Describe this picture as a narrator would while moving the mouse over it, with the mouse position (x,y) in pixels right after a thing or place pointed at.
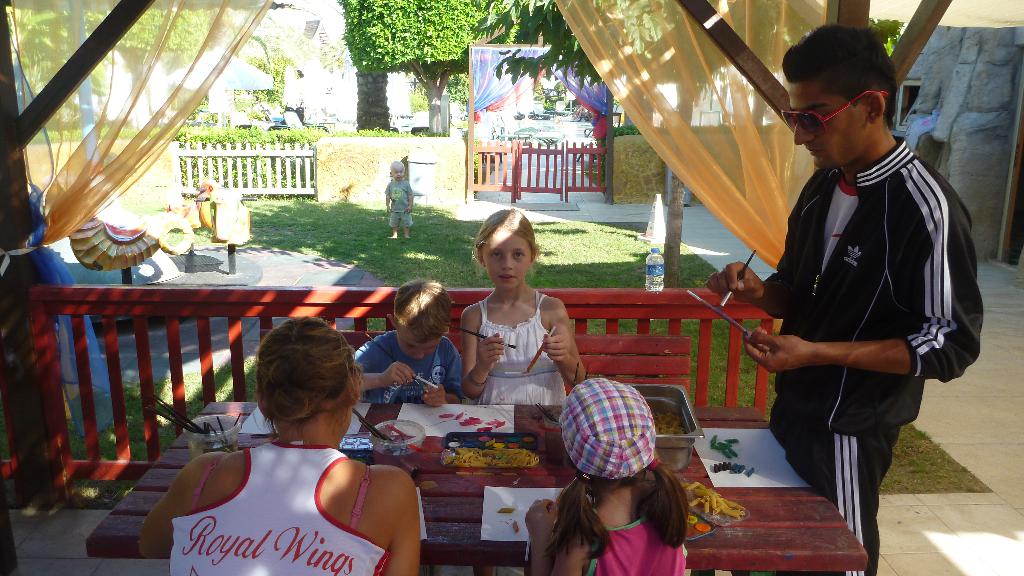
In this picture there are three kids (466,373) sitting. Another standing. Beside her there is a lady (306,531). And a man (880,264) with black color dress (861,334) is standing. In the background (404,213) there is a grass (385,241), a baby (403,203), a doors (541,189), trees (386,45), fencing (229,174) and curtains (100,173) are there.
